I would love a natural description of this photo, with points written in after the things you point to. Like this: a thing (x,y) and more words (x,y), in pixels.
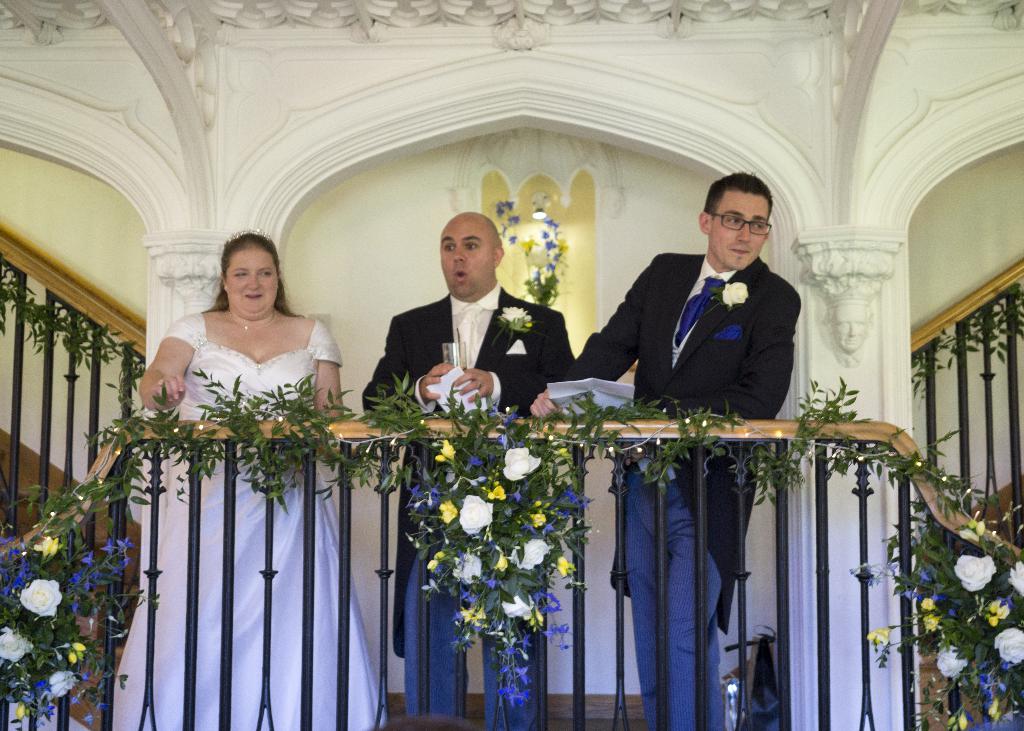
In this picture, we see two men (529,357) and a woman (312,335) are standing. We see the man (464,388) and the women (245,362) are smiling. The man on the right side (711,251) is holding the papers (593,381). Beside that, we see the man (543,345) is holding the tissue papers (460,387) and a glass (465,344). In front of them, we see the stair railing (341,447) which is decorated with the lights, artificial creepers (337,459) and flower bouquets (469,551). Behind them, we see the pillars (193,268) and a white wall (6,351). On either side of the picture, we see the stair railings (986,351). In the background (534,259), we see the flower vase (544,249) and a light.
